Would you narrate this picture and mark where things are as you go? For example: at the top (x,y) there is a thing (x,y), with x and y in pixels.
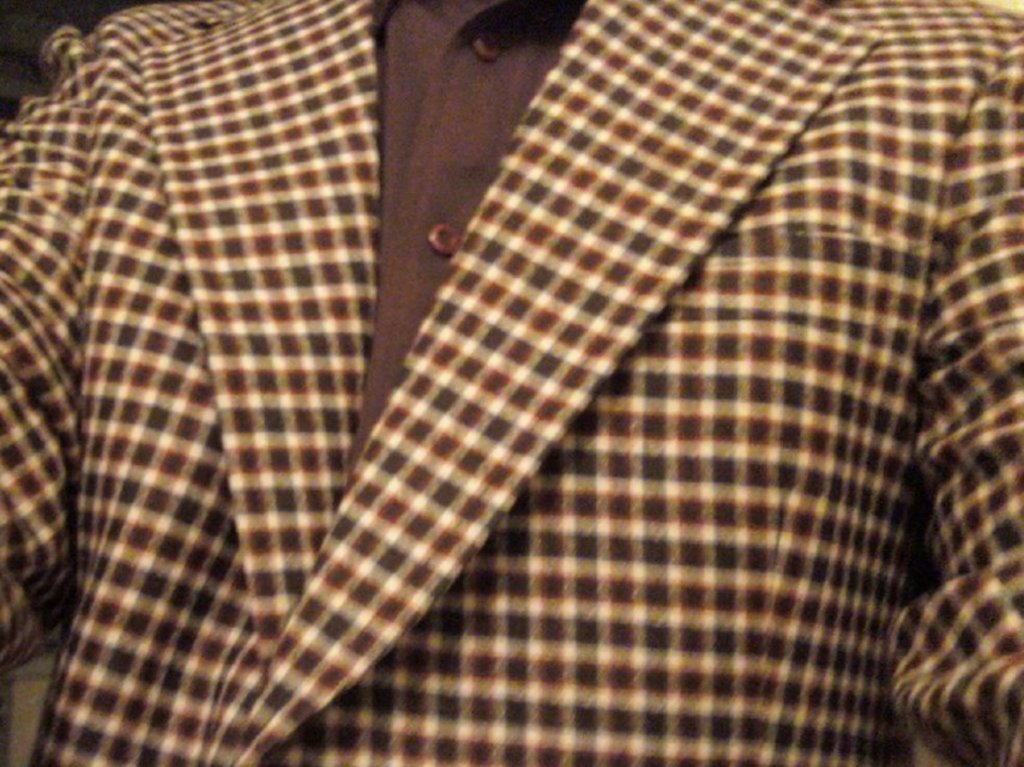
In this image we can see a suit (587,515).
